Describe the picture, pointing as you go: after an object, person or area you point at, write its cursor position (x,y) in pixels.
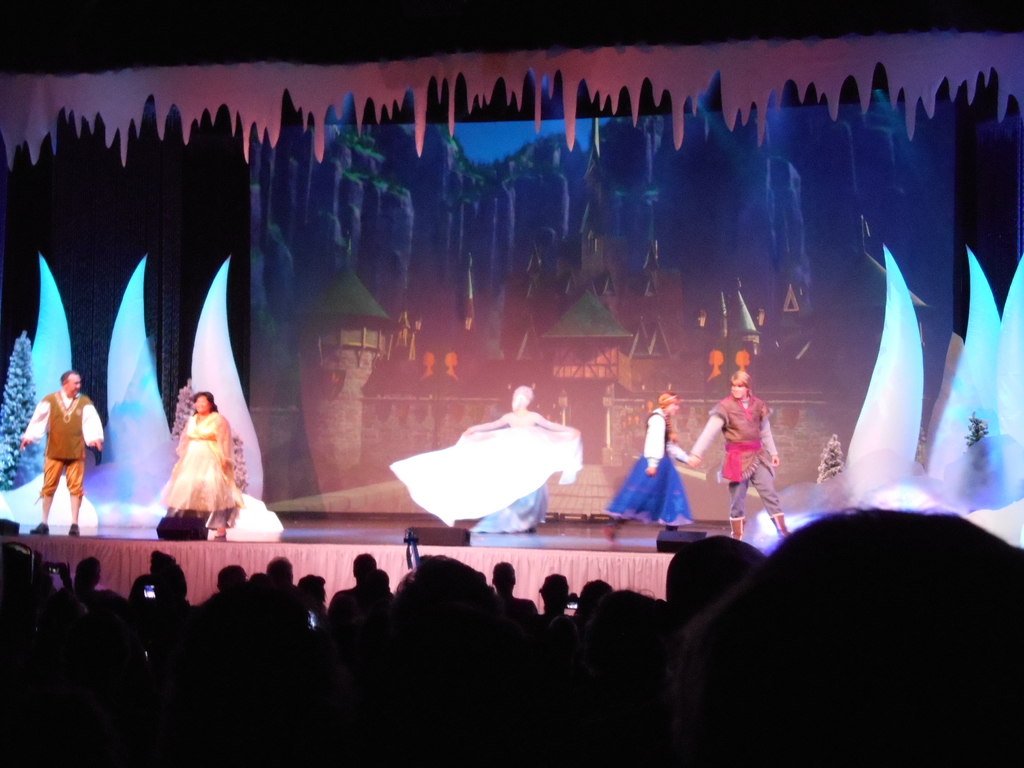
In the foreground (383,572) we can see people (931,555). In the center of the picture (534,480) there is a stage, on the stage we can see people (502,436) performing. In the background (981,341) there are some decorations (985,327) like trees (30,376) and other objects (61,365). In the center of the background (485,295) it is looking like a screen (428,191). At the top (459,59) there is a design of decorative item (253,87).
